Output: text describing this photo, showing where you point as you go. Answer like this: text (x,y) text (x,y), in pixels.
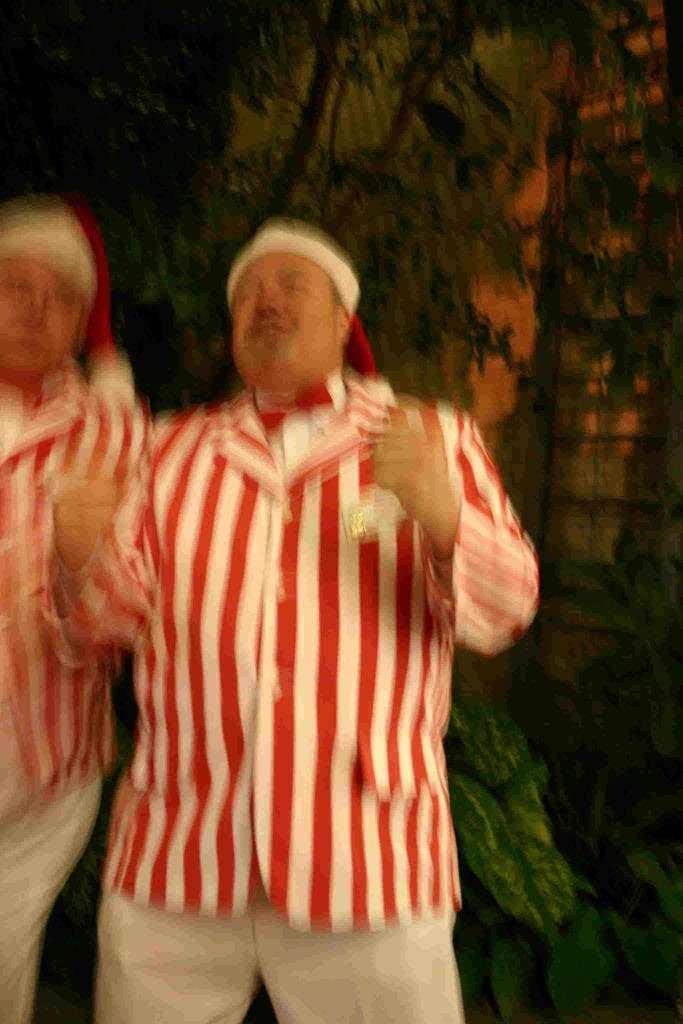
In this image I can see two men (304,543) are standing, they wore red and white color shirts (286,644), white color trousers (149,1008) and red color caps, behind them there are trees (312,176). On the right side (637,210) it looks like a building (516,311).
